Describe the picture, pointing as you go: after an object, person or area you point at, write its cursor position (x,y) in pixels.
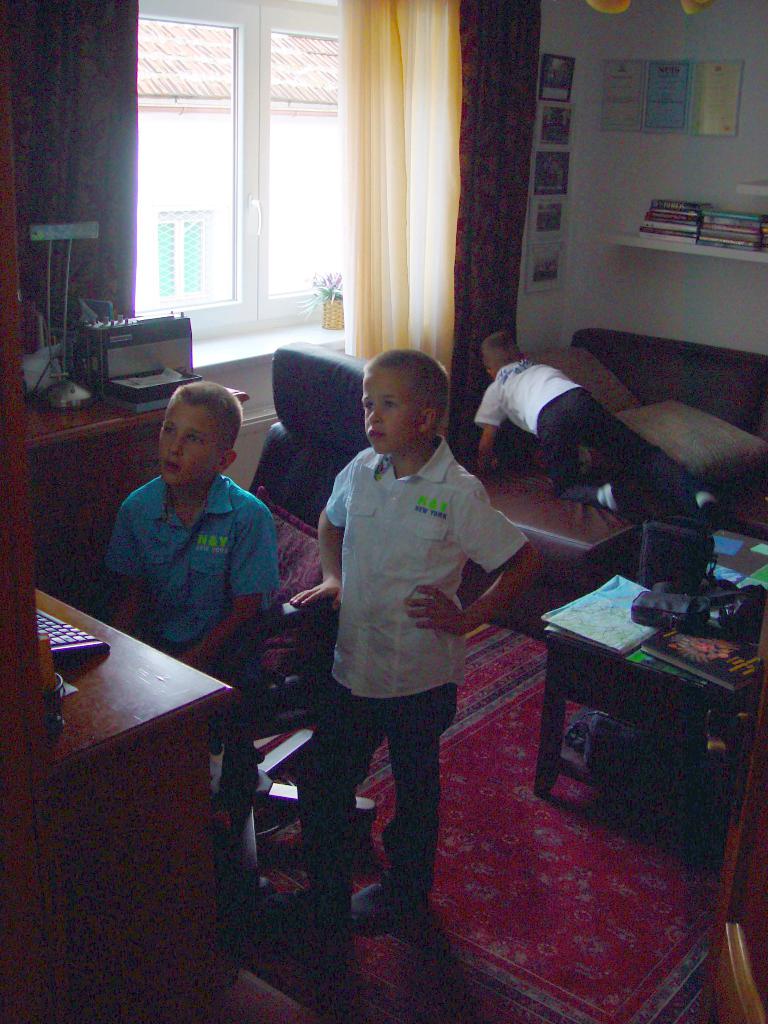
In this image I can see two boys (345,576) in the front (129,539) and one boy (499,385) is in the background (508,409). I can see a window (316,107) with cream color of curtain (379,158). I can also see a white color of wall (629,172) and red rug (524,897) on the floor (608,950). I can see a keyboard (70,629), a chair (289,419) and few items (651,632) on the table (633,661).
